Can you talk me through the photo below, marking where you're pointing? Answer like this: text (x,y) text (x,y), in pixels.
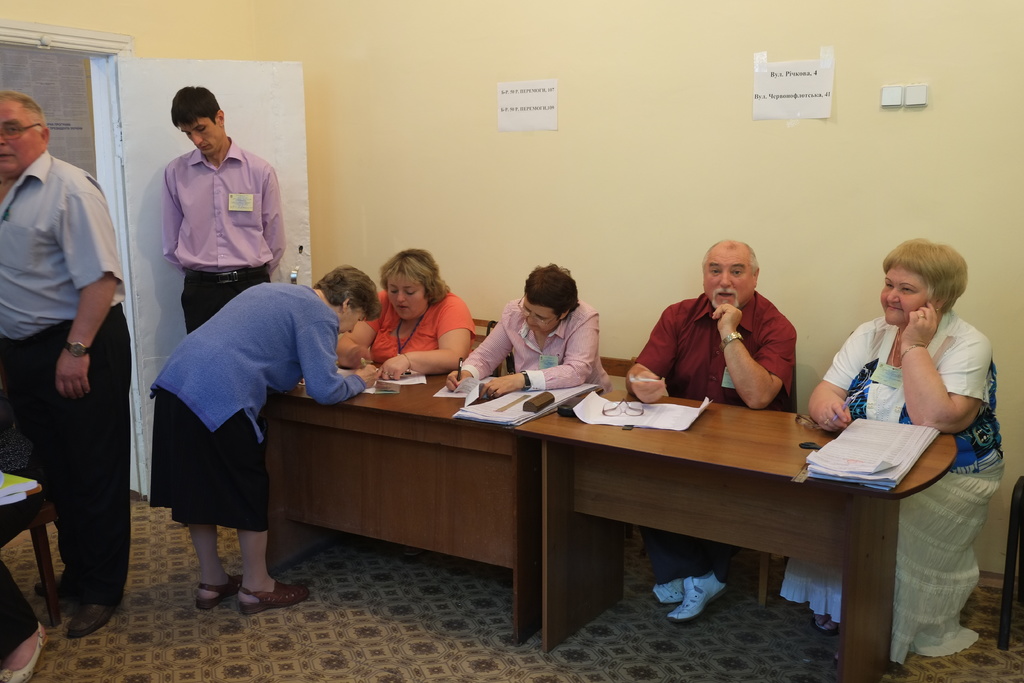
The picture is clicked inside the room (858,45), Here is the door (164,65) the man (249,180) standing near the door (158,231) is wearing a pink shirt (214,256) and a black pant (200,291). There are four members (746,308) sitting and three members (169,375) standing. The woman (202,374) who is writing on the paper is wearing blue color jacket (219,372).
